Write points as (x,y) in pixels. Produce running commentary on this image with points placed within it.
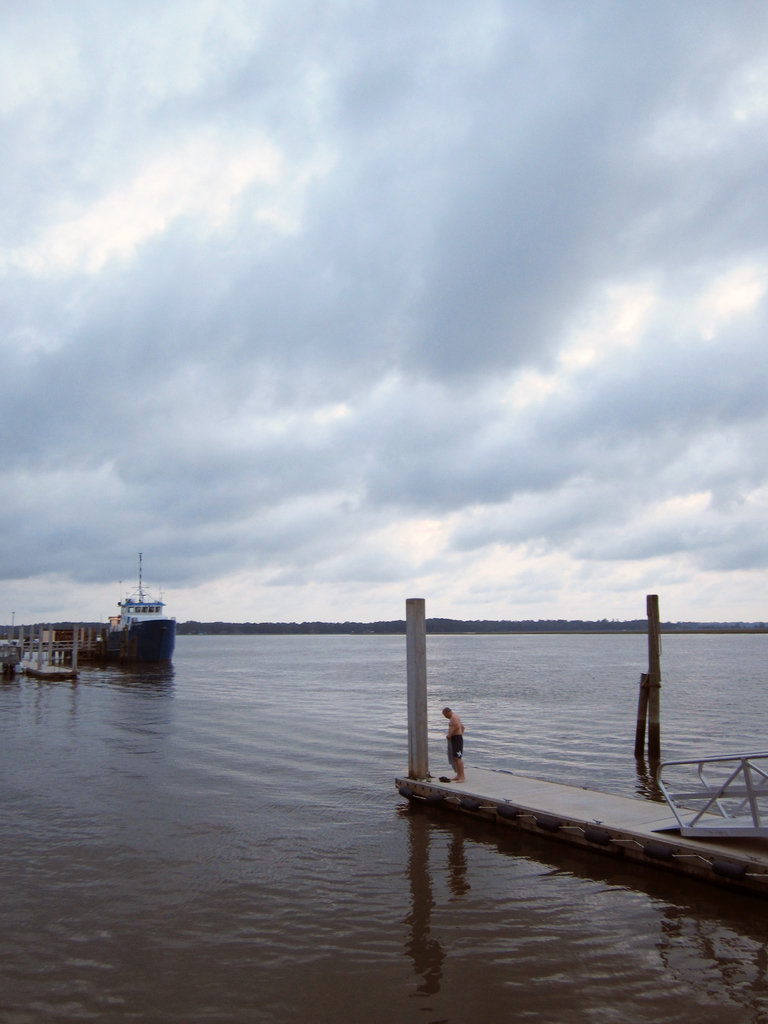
In this image there are ships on the river (96,683) and there is a person (456,748) standing on the path (434,783) which is made up of wood (640,815), beside the person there is a pole (425,724) and there is a metal structure (707,827). In the background (380,592) there is the sky (446,517).
